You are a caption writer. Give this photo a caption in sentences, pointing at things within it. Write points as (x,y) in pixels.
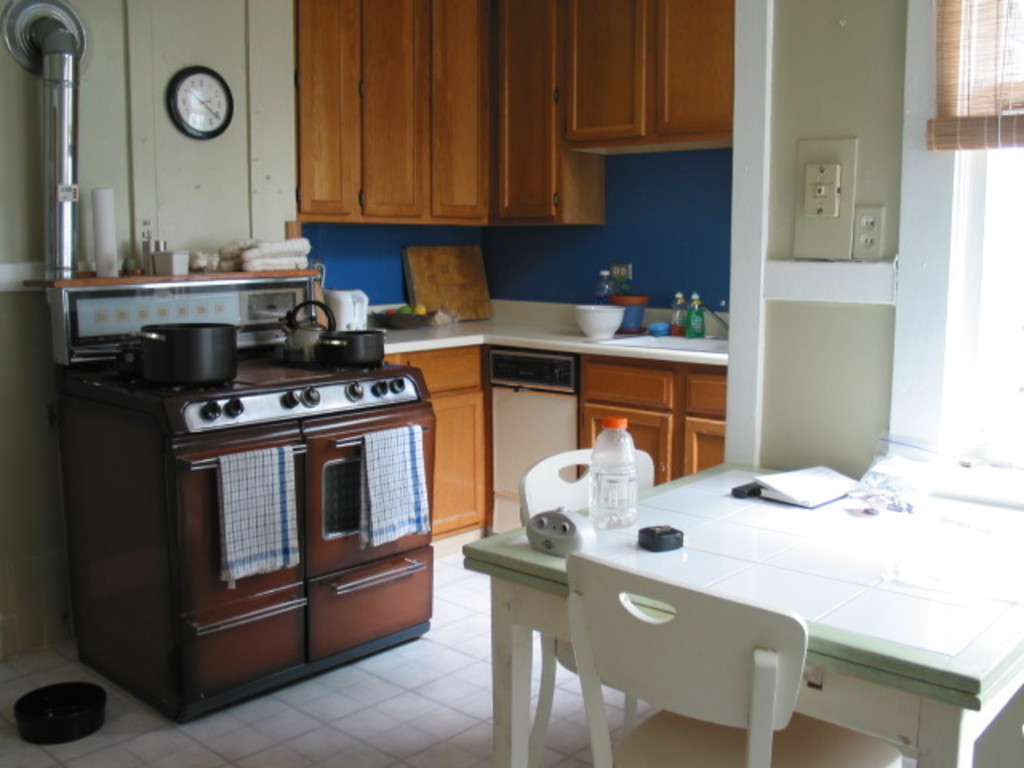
In this image in the center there is a table (795,569) which is white in colour. On the table (629,546) there is a bottle (591,480) and there are papers (832,490) and there is an object (653,539) which is black in colour. There are two empty chairs (662,595). In the center (344,434) there is a stove (240,400) and on the stove (241,353) there are utensils (199,356) and in front of the stove (285,443) there are clothes (422,449) hanging and there is a platform (450,324), on the platform (443,328) there are objects (590,309) which are white and blue in colour and there are bottles (678,317). On the wall (130,143) there are wardrobes (400,140) and there is a clock (208,117) hanging. On the right side (993,167) there is a window (1009,263) and there is a window curtain (999,108). On the left side (77,727) there is an object (69,730) which is black in colour on the floor (40,762).
